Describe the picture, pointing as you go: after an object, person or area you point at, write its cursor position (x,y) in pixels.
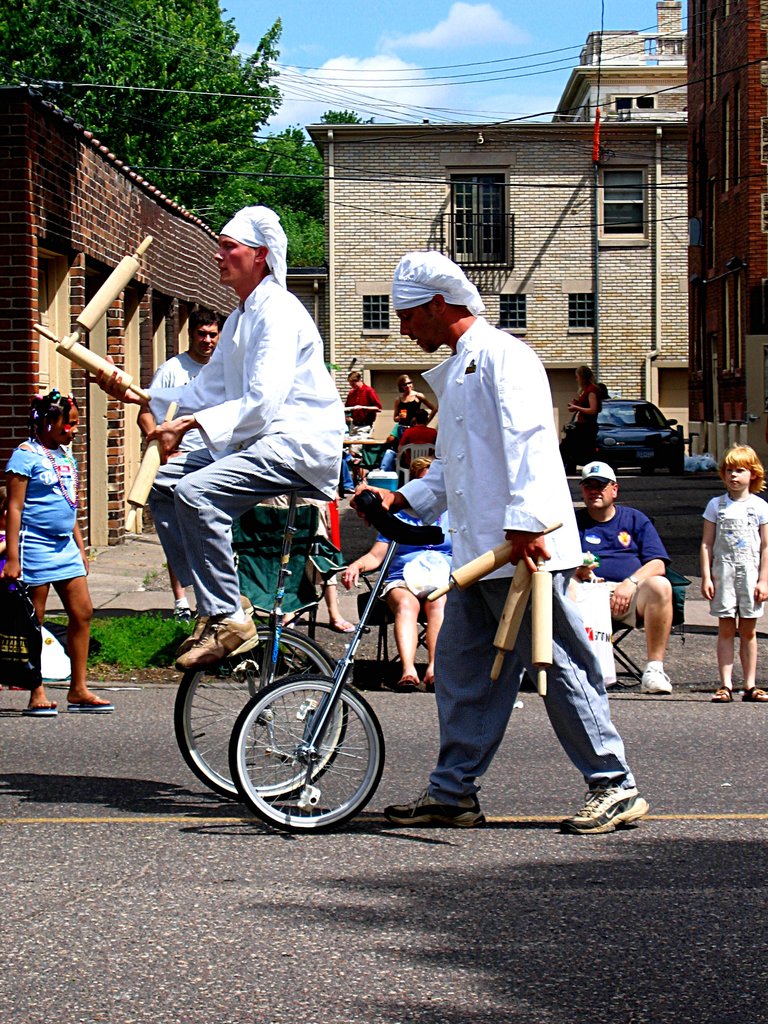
In this image, we can see a man (258,469) riding single wheel bicycle (263,632) and a person (468,761) walking and holding a bicycle (326,722). In the background (581,398), there are some people (648,545) standing and some are sitting and there are trees (135,98) and buildings (451,150) and poles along with wires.
